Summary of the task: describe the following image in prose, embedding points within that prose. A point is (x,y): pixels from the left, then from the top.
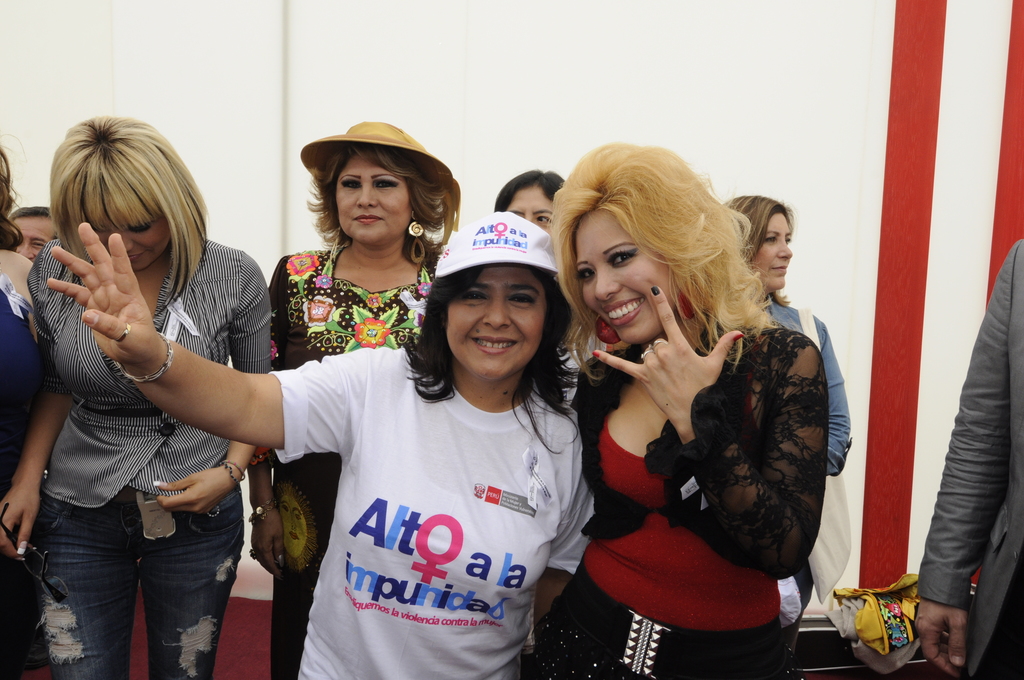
In the center of the image (518,240) there are ladies (304,658) standing. In the background of the image (449,12) there is a wall (328,116). To the right side of the image (980,396) there is a person (935,621) wearing a suit (977,612).
